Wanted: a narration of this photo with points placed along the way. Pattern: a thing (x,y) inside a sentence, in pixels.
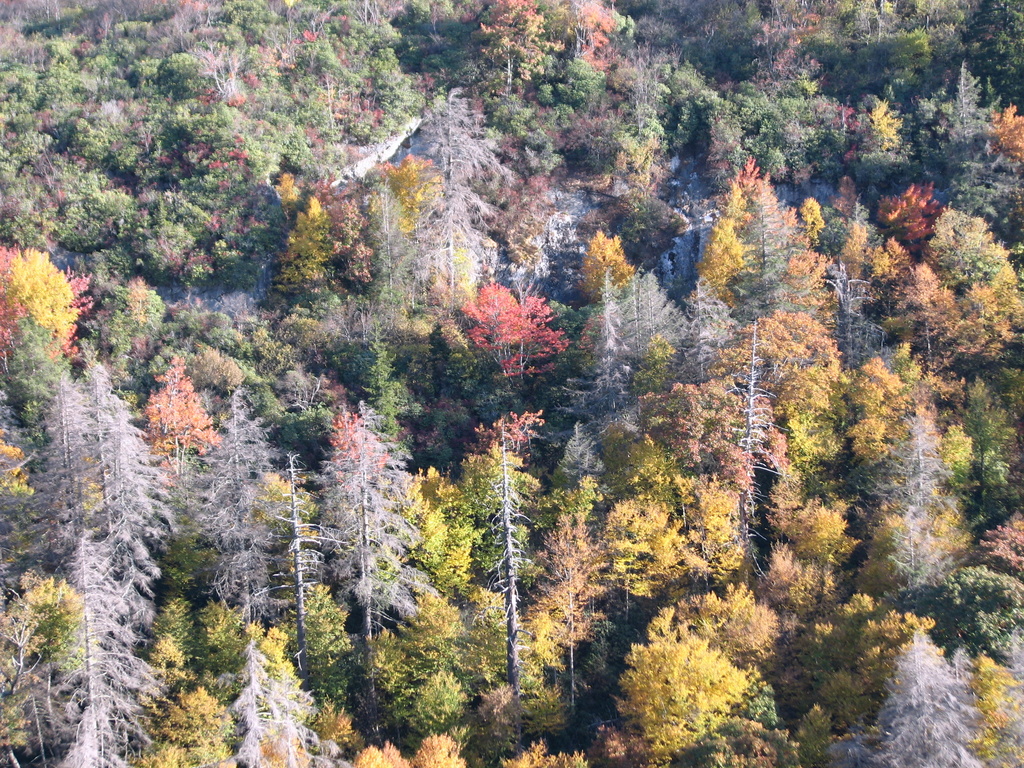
In this image I can see many trees (397,347) and I can see these trees (427,539) are in white, yellow, green and red color.
